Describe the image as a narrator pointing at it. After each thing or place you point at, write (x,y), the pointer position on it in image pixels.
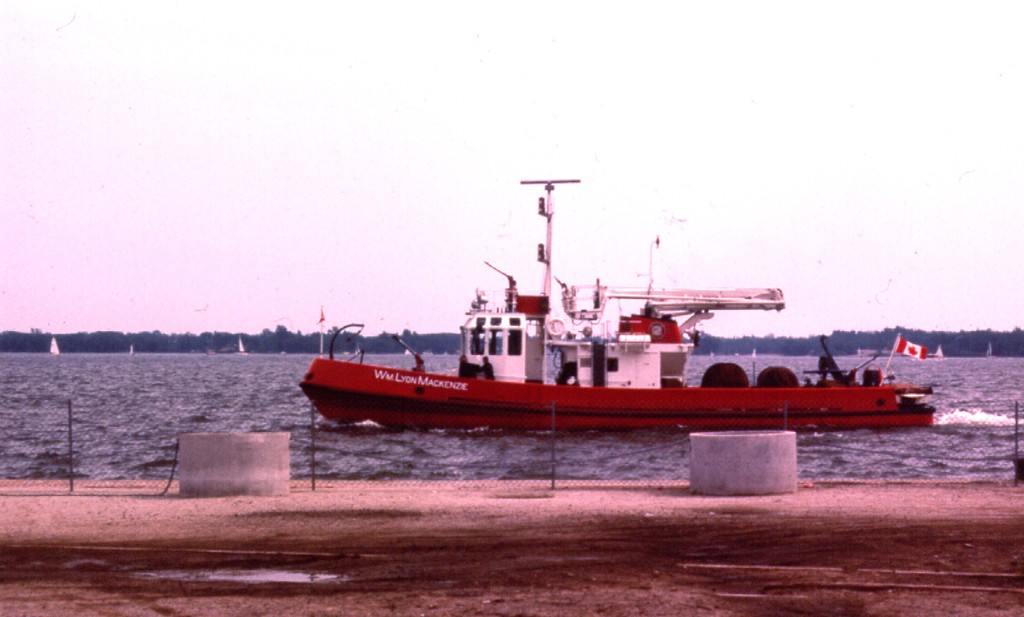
We can see containers (221,442), fence (452,453) and boat (683,403) above the water (965,431). We can see flags (916,351) and sails (939,346). In the background (120,343) we can see trees (864,334) and sky (321,201).
